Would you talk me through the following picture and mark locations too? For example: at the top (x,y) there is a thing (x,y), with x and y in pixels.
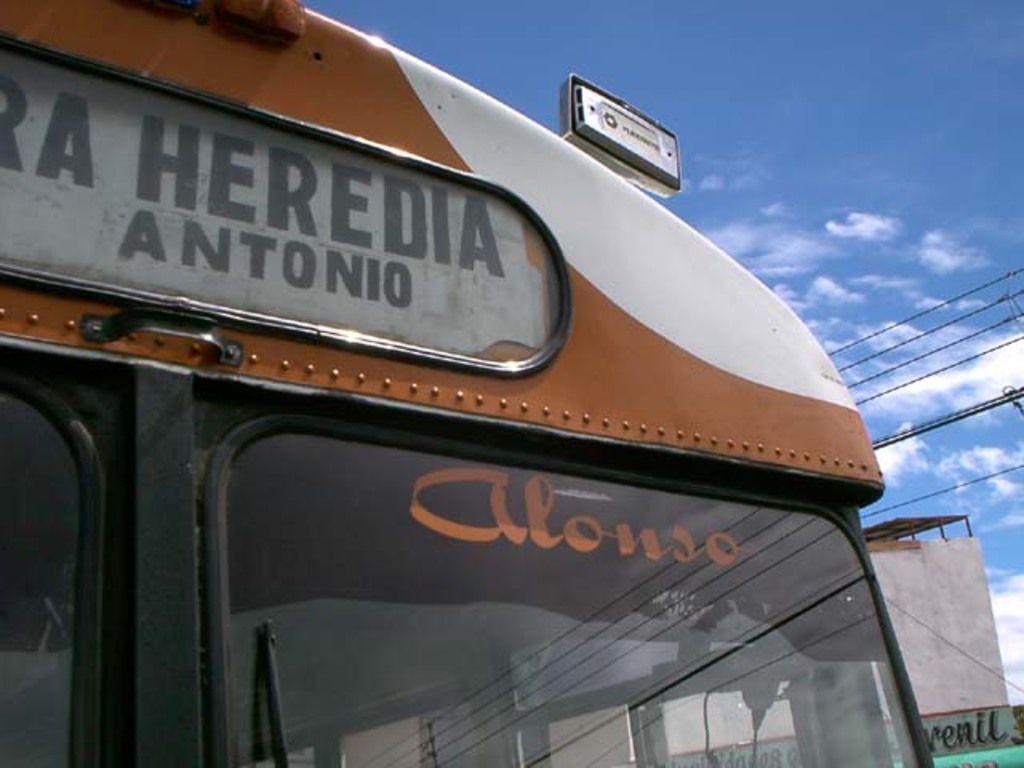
On the left side of the image (286,400) a vehicle (570,445) is there. On the right side of the image (944,697) we can see a board (966,746), building (948,574), wires (1009,393) are there. At the top of the image (873,213) clouds (832,251) are present in the sky (810,252).
